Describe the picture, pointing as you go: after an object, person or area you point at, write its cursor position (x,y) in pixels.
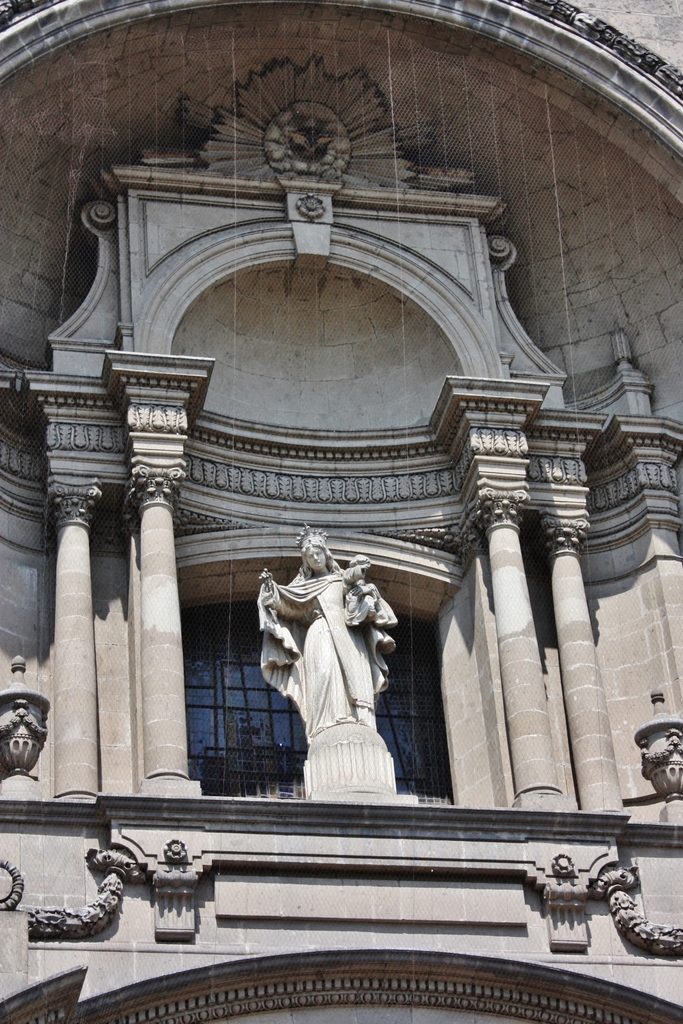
In this image, we can see a statue (315,684) and there are some pillars (597,745).
